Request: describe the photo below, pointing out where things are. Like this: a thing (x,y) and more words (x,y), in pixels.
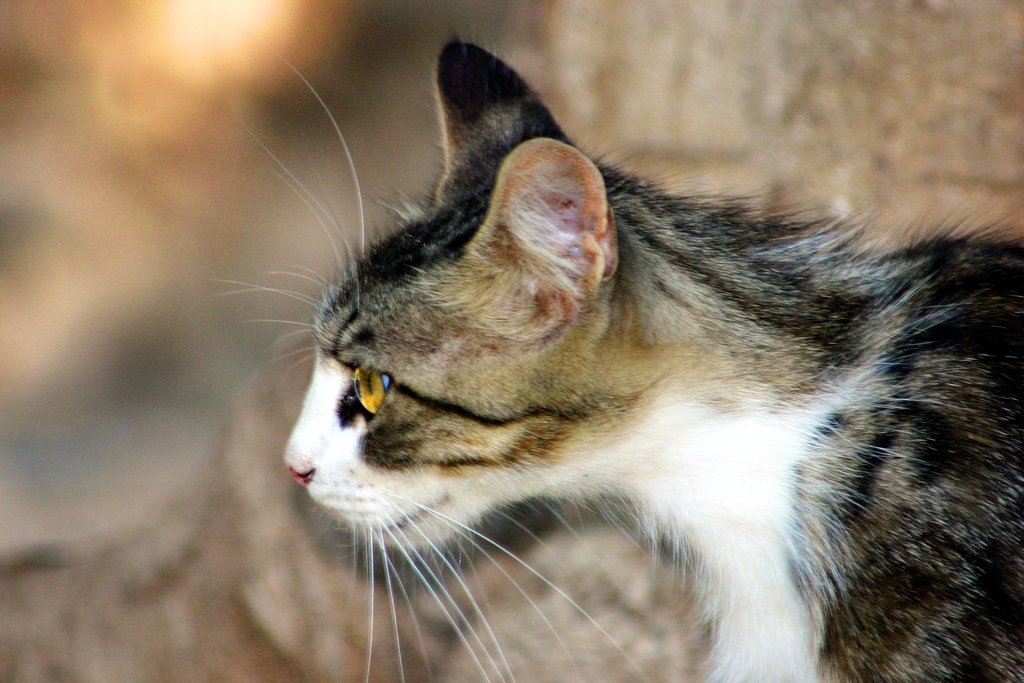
This image is taken outdoors. In this image the background (296,670) is a little blurred. On the right side of the image (771,382) there is a cat (738,443).
